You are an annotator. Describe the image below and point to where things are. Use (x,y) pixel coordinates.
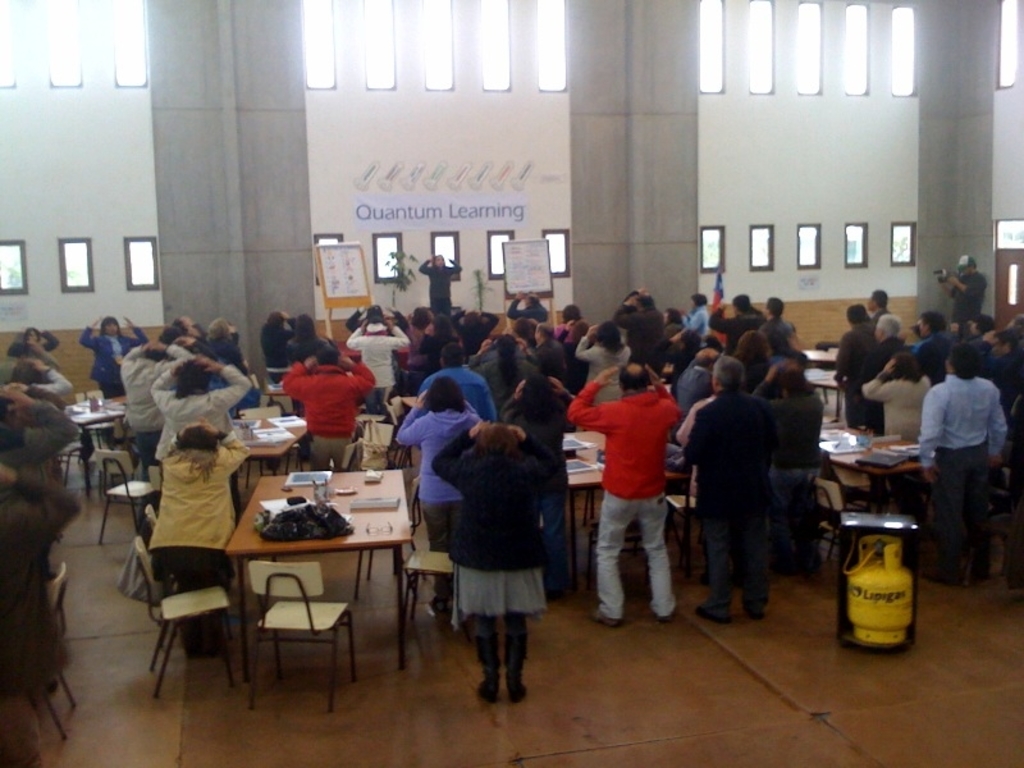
In this image there are group of people (31,702) standing near the chair (270,564), table (239,563) and there is a cylinder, and in table (366,537) there are bag (308,538), and the back ground (171,16) there is pillar (224,110), board (331,293), plant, name board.
